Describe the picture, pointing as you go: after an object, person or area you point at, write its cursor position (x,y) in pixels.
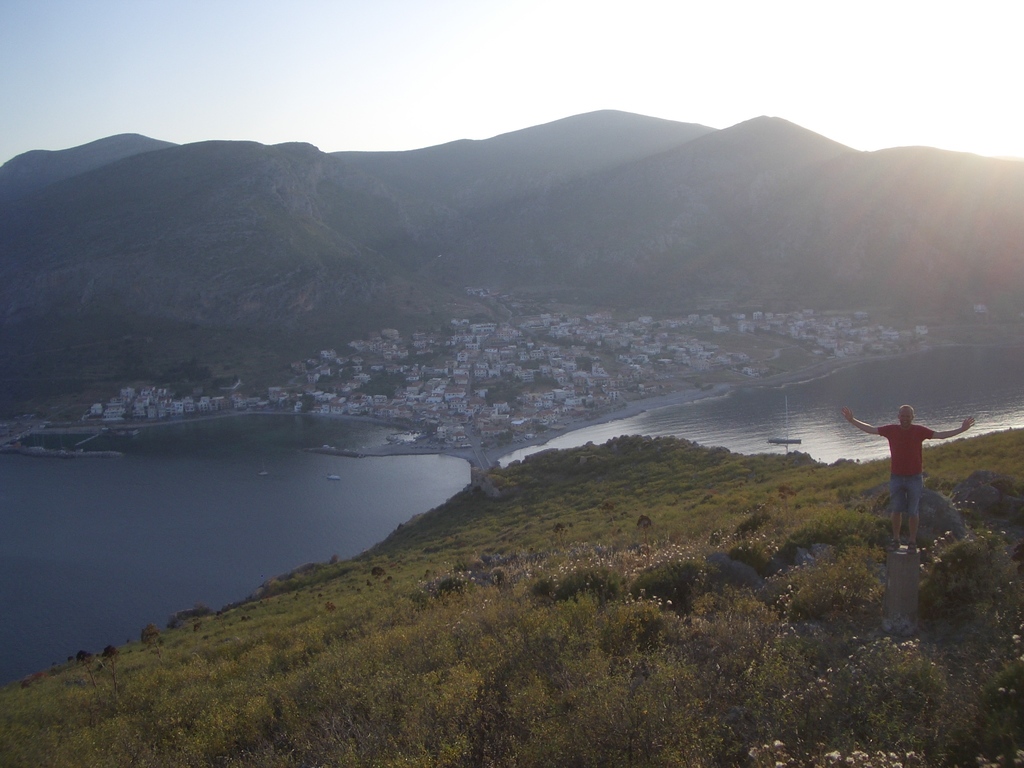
In this image I can see the person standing and wearing the red and blue color dress (900,480). To the side of the person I can see few plants (655,654). In the back (354,489) there are water (294,502), buildings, mountains (418,222) and the sky (279,100).
